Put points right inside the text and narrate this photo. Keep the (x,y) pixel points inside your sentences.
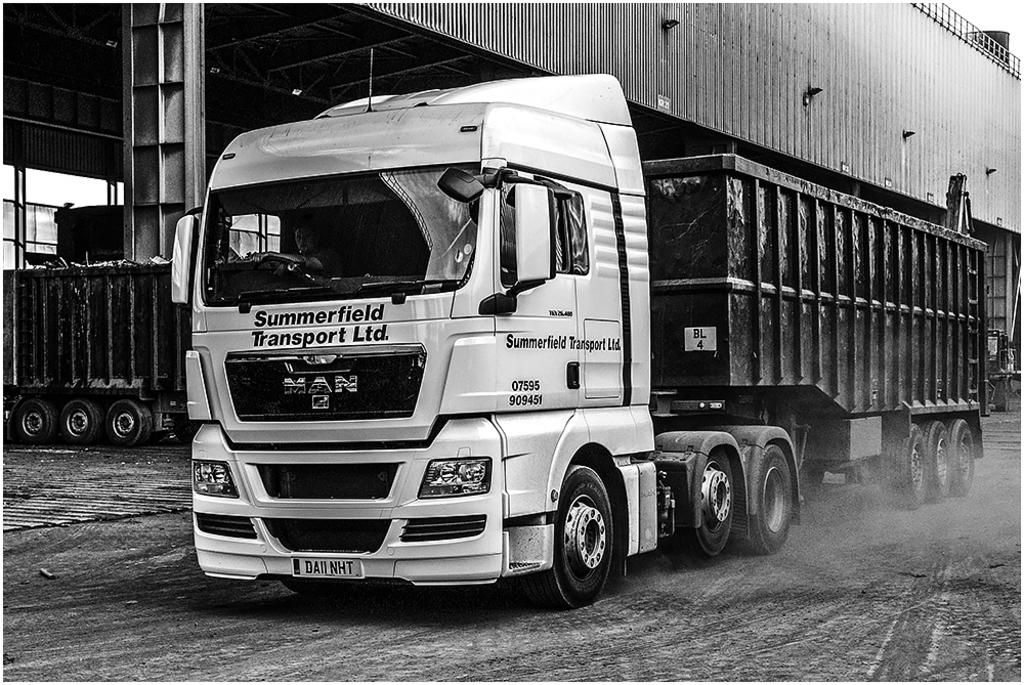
In this picture we can see a vehicle (608,460) on the ground (914,573) with a person (309,266) in it and in the background (153,380) we can see a vehicle (98,297), shelter (468,78), rods (233,81) and some objects (93,262).
